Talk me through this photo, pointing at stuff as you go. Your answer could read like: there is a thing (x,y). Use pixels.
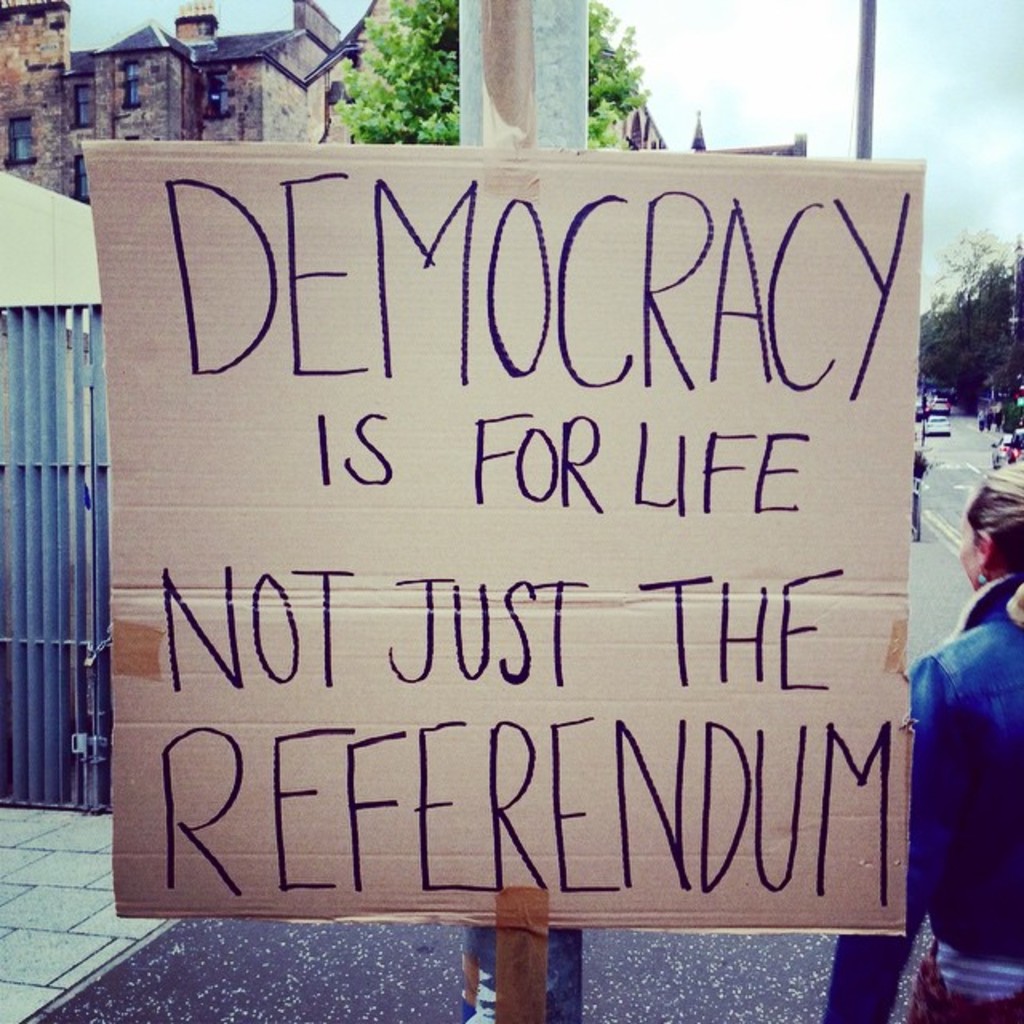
In this image we can see a board (301,541), on the board (306,373), we can see some text (296,304), there are buildings (263,78), trees (949,378), vehicles (938,412), poles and people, in the background (932,73), we can see the sky (902,108) with clouds (975,1).
